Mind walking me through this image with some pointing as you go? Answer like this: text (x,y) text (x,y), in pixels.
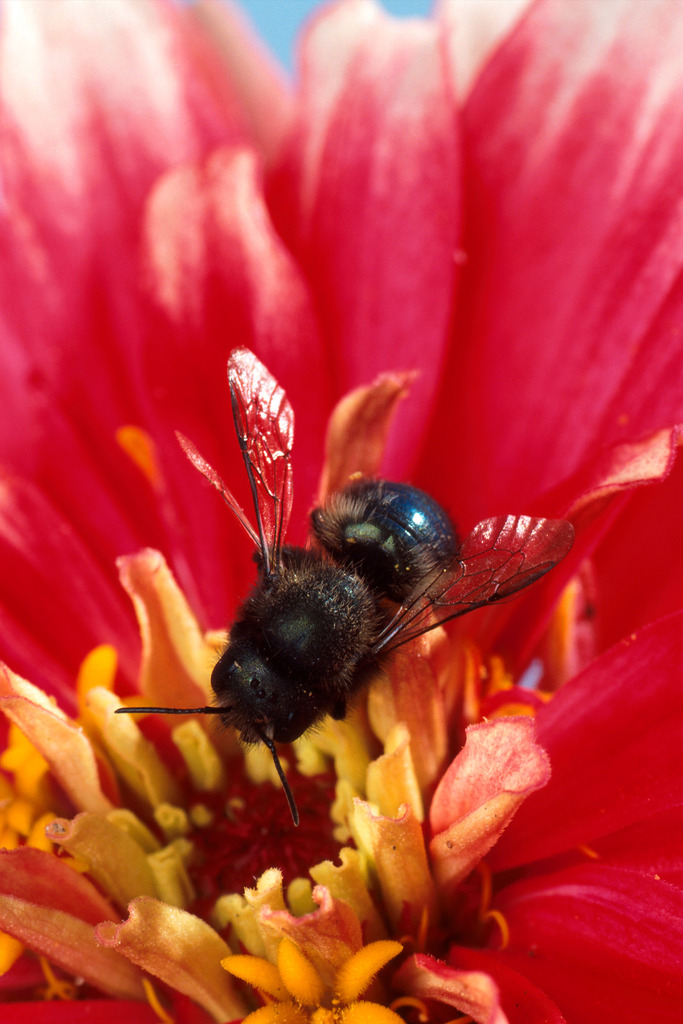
In this image we can see a bee (397,561) on the flower (376,825).
